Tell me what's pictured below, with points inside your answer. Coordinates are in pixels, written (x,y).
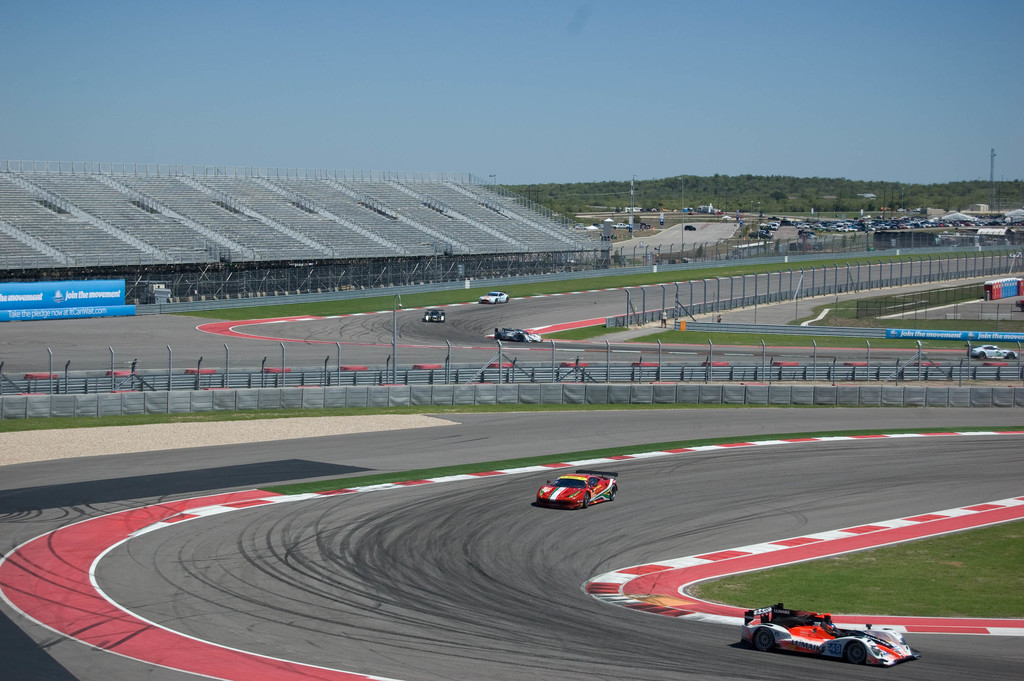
In this image, I can see the sports car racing at the back (919,225), I can see many cars (961,223) are parked, there are many trees (932,186) at the back (676,175), and background (635,73) is the sky (681,161).
